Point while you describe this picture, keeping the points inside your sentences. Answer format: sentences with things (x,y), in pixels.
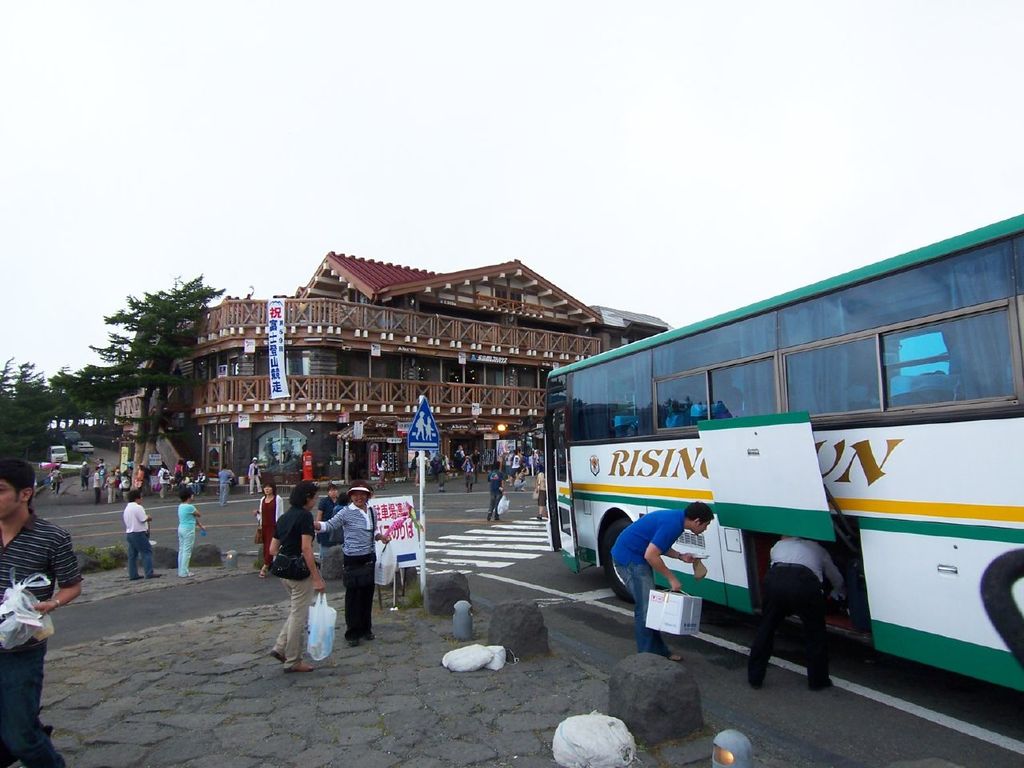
In the foreground of the picture (22,502) we can see people (644,582), sign board (420,428), board (407,541), plants (111,556), pavement (375,681), road (893,691) and a bus (749,431). In the middle of the picture (544,373) we can see road (431,502), people (184,474), trees (76,387), building (379,358), banner (282,363) and various objects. At the top (543,114) it is sky (778,155).
